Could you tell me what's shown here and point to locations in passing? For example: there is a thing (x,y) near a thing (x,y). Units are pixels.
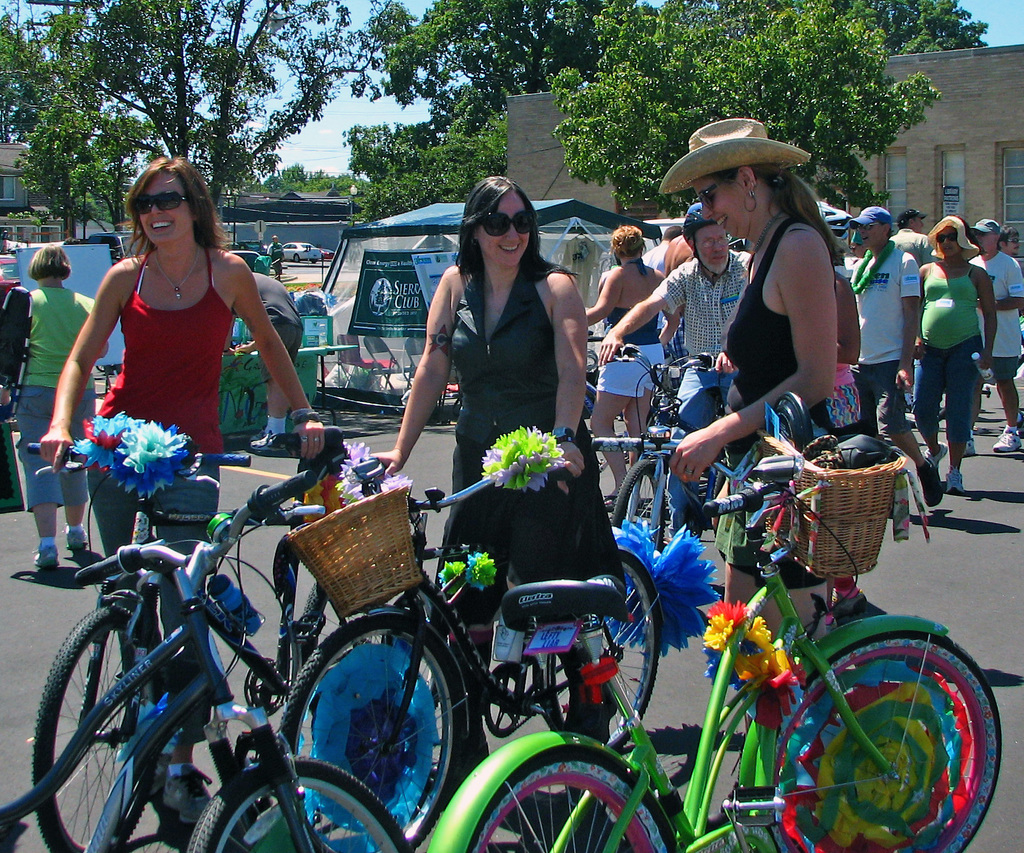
In this image i can see 3 women (534,339) standing and holding bicycles (414,548). In the background (674,517) i can see few other people (903,326) walking, a tent (394,247), few vehicles (311,250), few trees (132,122), few buildings (545,116) and the sky (324,129).
